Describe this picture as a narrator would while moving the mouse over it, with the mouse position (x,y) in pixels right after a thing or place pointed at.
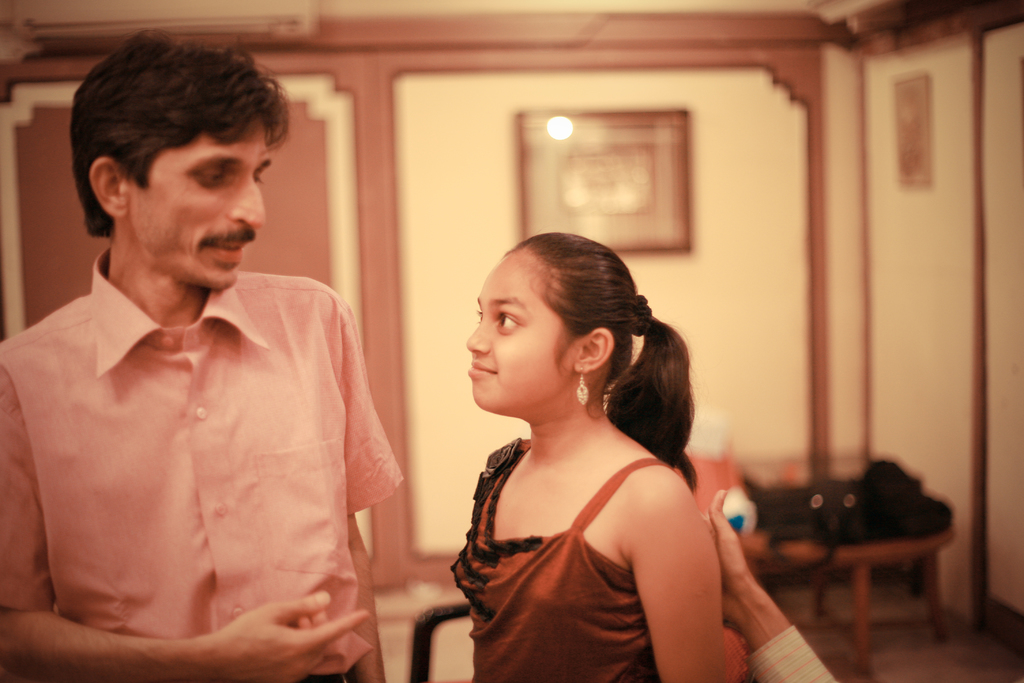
In this image we can see two persons (513,351) are standing, there a man (188,266) is standing, beside a girl (554,333) is standing, there is a wall (801,180) and photo frames (619,207) on it, there is a table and some objects (702,423) on it, there it is blur.
